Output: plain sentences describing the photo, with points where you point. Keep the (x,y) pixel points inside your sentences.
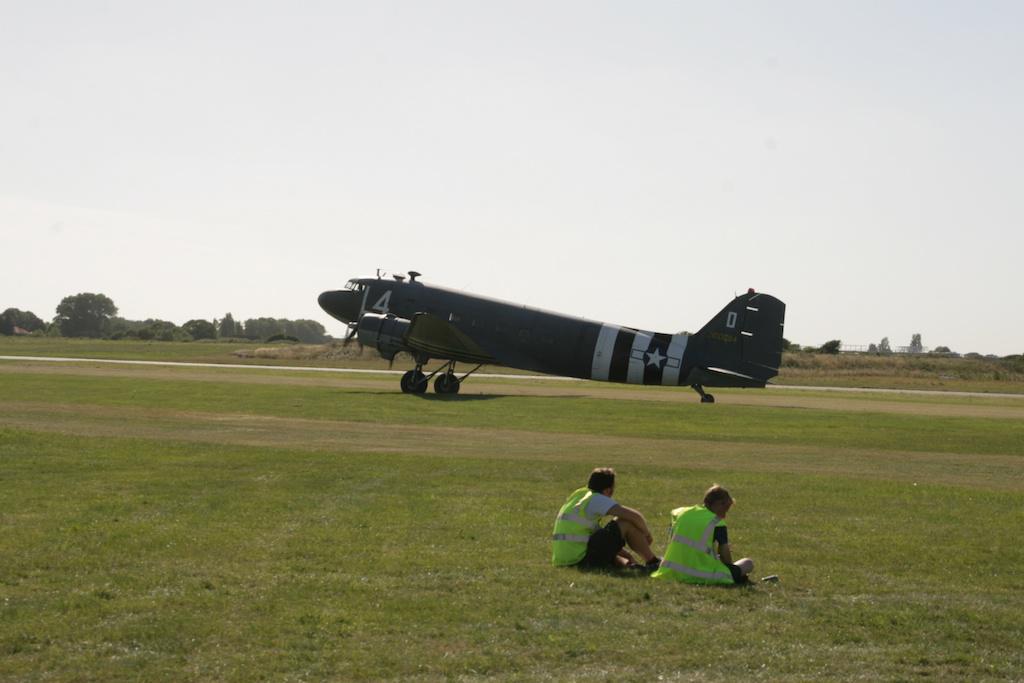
In the image we can see airplane (558,326) and two people (583,528) sitting, and they are wearing clothes (604,564). Here we can see grass (248,573), trees (65,314) and the sky (76,126).
